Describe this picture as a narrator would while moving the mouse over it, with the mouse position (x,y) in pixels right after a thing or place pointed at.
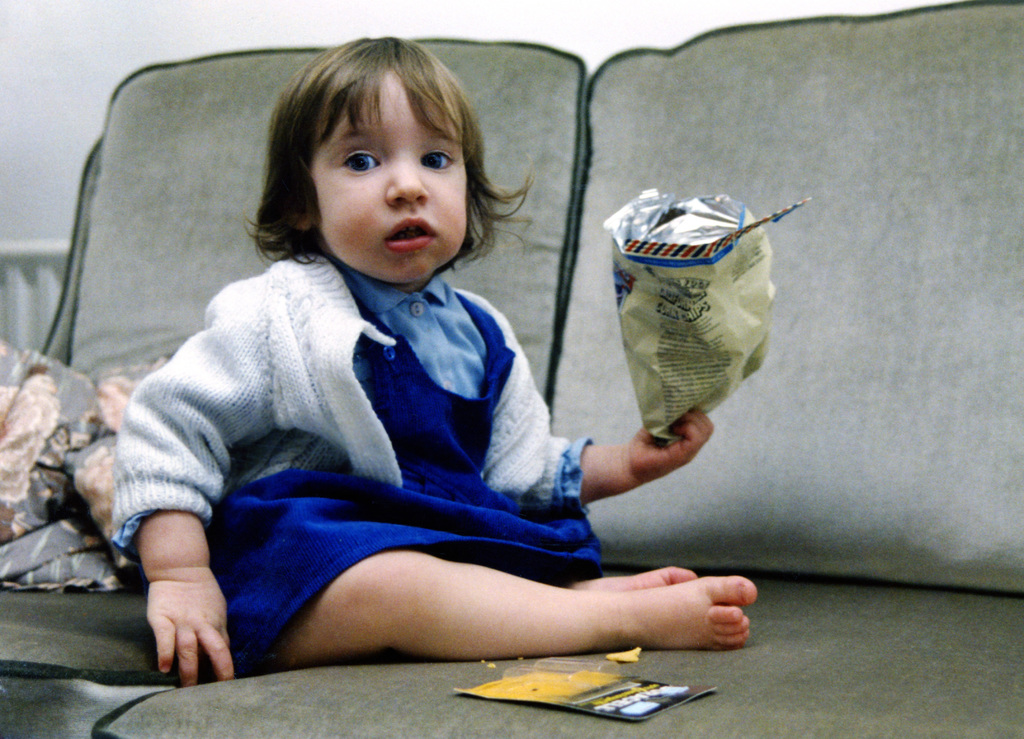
In this image there is a girl (362,455) sitting on the sofa (377,676) by holding the packet (670,346). In the background (721,105) there are two pillows (724,134). On the left side (41,447) there is a blanket (83,437). At the bottom (562,668) there is a card (545,689).
